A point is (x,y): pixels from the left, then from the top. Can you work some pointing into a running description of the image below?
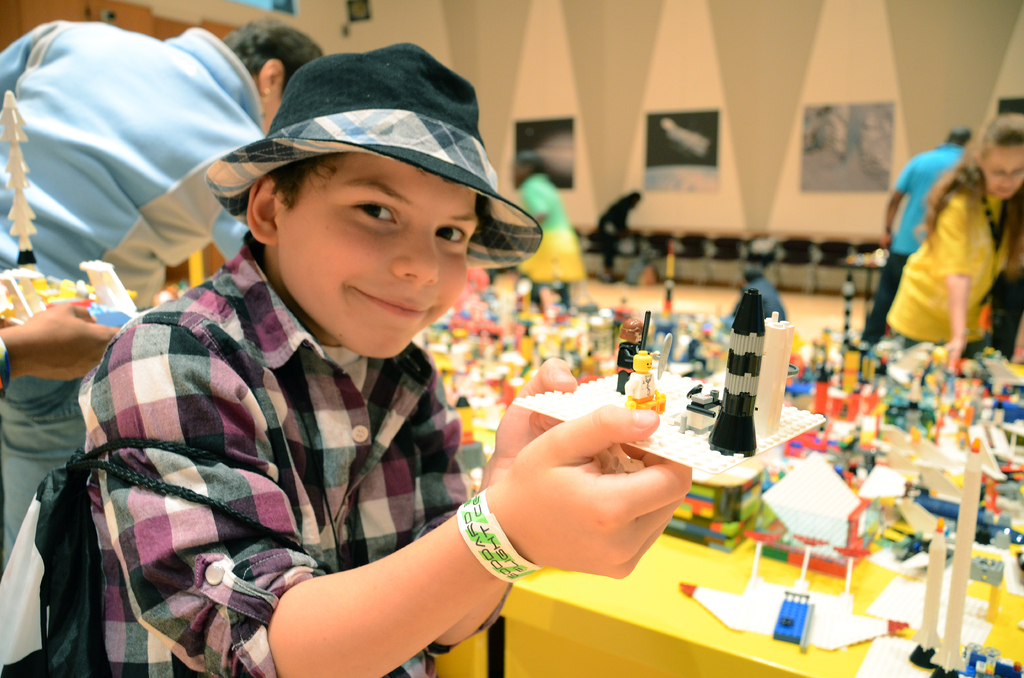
In this image we can see a boy (654,491) wearing the cap (322,148) and holding an object (740,377). In the background (953,149) we can see the people (989,181) and also the toys (852,631) on the table (813,586). We can also see the posters (668,160) attached to the wall (797,113). We can also see the seats (691,246) and also the floor (650,292).
